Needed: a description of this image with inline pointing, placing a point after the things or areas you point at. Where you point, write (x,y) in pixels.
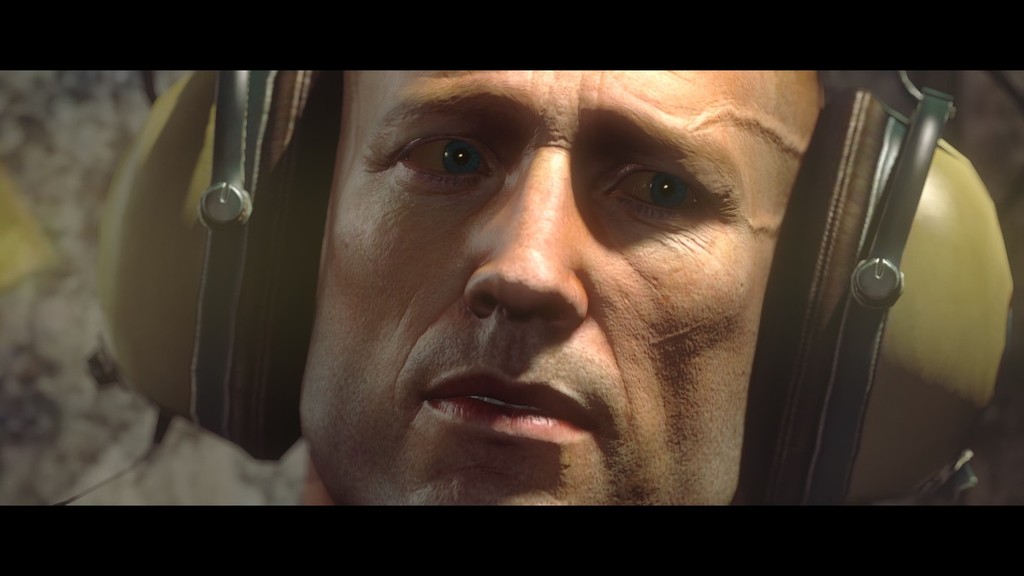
In this picture I can see a person (489,270) with a headset (257,303), and there is blur background (76,260).
